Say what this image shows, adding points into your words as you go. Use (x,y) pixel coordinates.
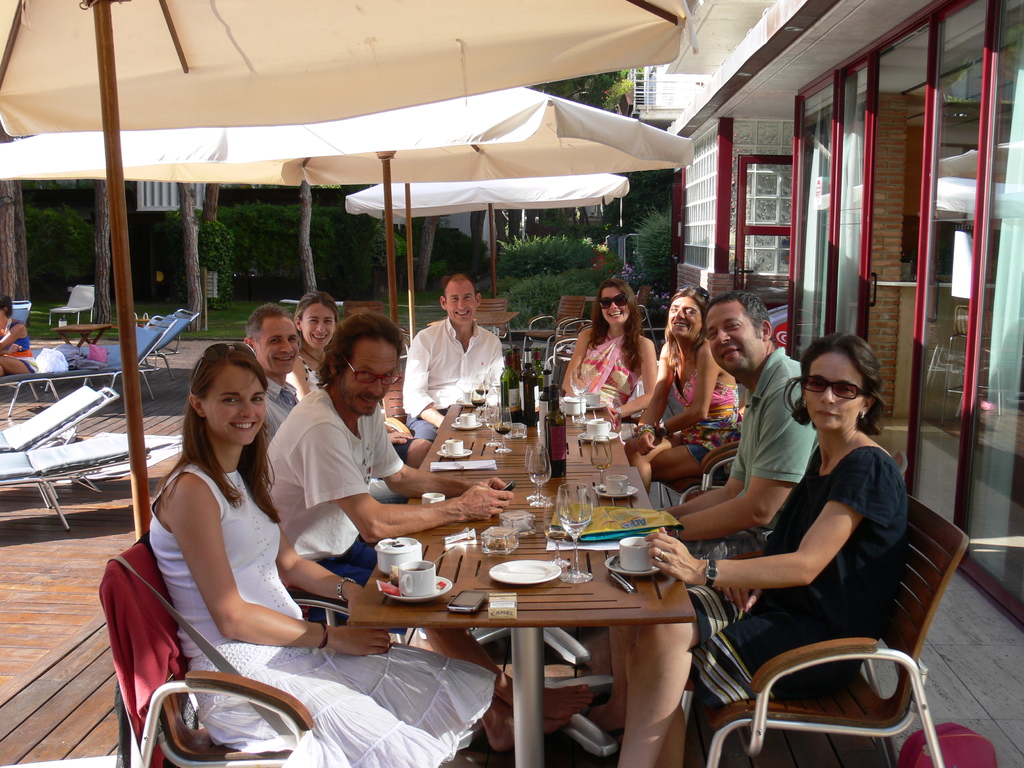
This is completely an outdoor picture. On the background (450,254) we can see bushes (373,237), plants (360,240) and grass (289,304). Here we can see all the persons (692,675) sitting on chairs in front of a table (531,588) under the umbrellas (440,125) and on the table (421,534) we can see cups (420,587), saucers (617,565), glasses (586,525), bottle (537,382), plates (522,577), mobile (462,596). Behind to these persons (305,300) we can see empty hammock chairs (75,404) and a person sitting on a hammock chair (143,358). Here we can see doors (1011,327).
